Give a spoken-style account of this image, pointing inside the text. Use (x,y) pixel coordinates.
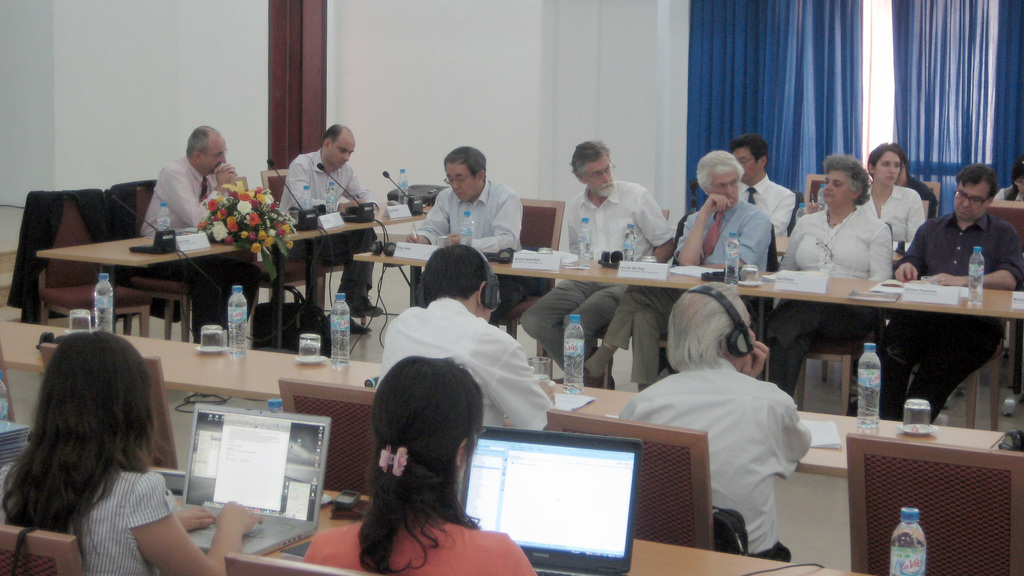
In this image there are a group of persons (562,314) sitting on the chair (656,478), there are tables (280,376), there are objects (296,214) on the tables (300,230), there is a wall (431,91) towards the top of the image (525,67), there are curtains (845,90) towards the top of the image (838,78), there are two men (467,303) wearing headphones (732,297).
